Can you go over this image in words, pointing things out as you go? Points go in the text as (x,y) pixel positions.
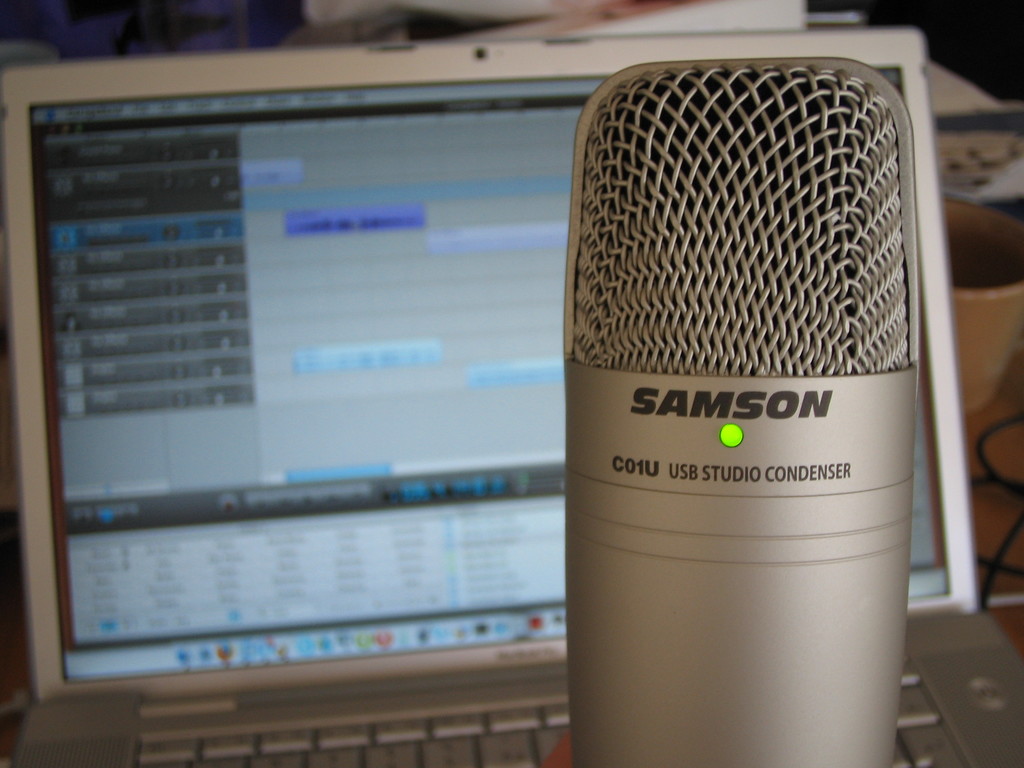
In the foreground of this picture (232,673) we can see a laptop (89,119) and a microphone (718,645). In the background (977,383) we can see a cable (1012,423) and some other objects (1006,298) and we can see the text (792,470) on the microphone (753,511) and on the display (183,127) of the laptop (77,199).
